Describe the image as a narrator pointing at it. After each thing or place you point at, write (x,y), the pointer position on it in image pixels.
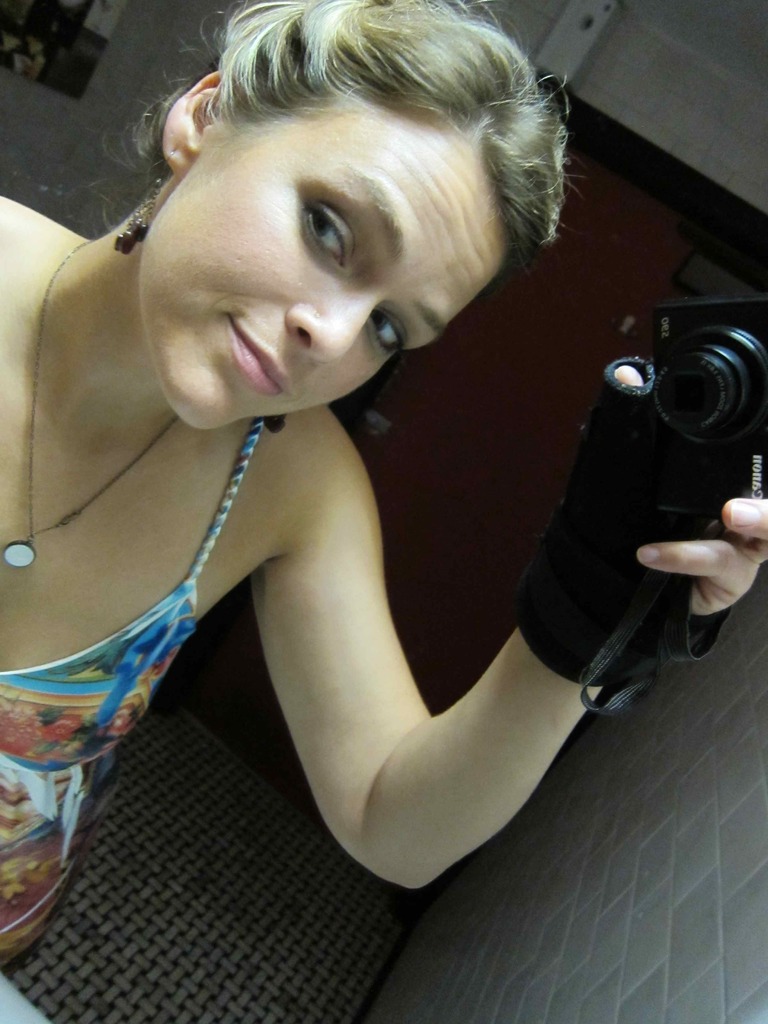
a person (221,552) is holding a camera (655,406) in her hand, wearing a black glove (579,603). at the right (672,839) there is a wall (679,787). she is wearing a blue and white dress (74,736).
